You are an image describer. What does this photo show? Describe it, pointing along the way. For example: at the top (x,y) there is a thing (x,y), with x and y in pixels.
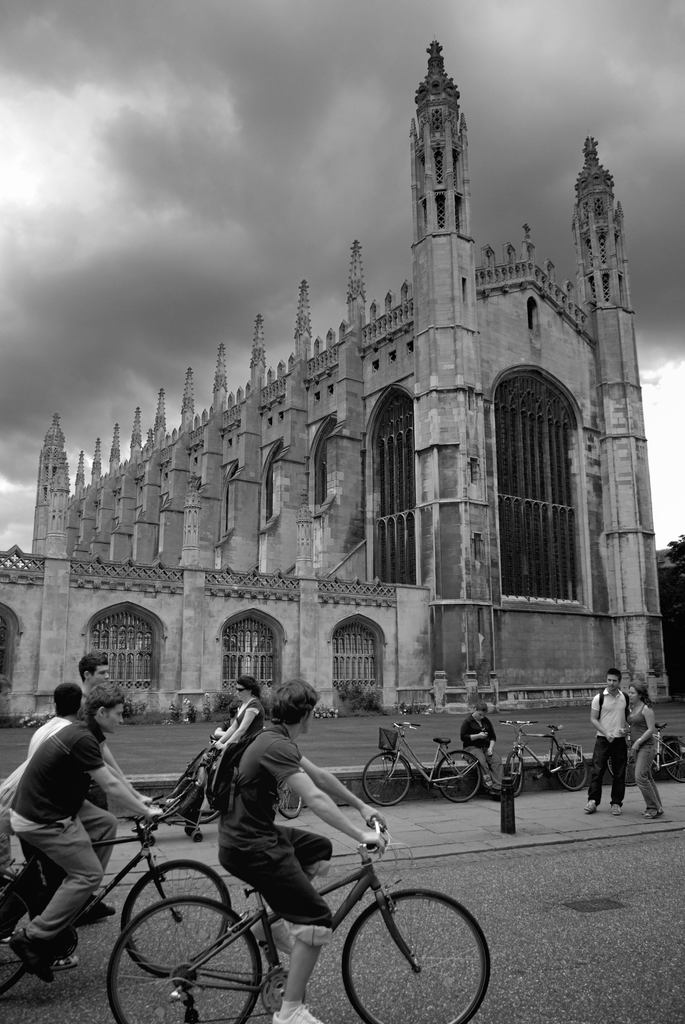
This is a picture where we have some people (57,795) riding the bicycle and other standing on the road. Beside the road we have a building (517,441) and the sky (157,149) is cloudy.
